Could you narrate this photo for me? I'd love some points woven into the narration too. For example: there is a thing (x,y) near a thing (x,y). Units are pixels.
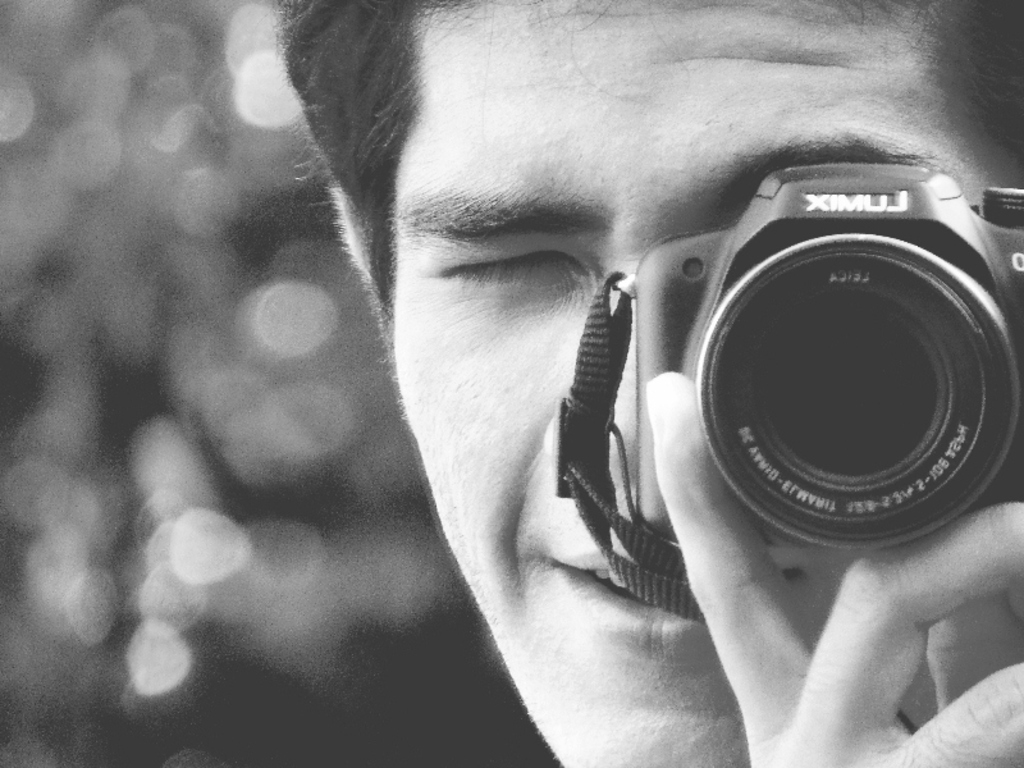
In the image we can see there is a person (584,103) who is holding camera (790,310) in his hand (716,500) and the image is in black and white colour.
